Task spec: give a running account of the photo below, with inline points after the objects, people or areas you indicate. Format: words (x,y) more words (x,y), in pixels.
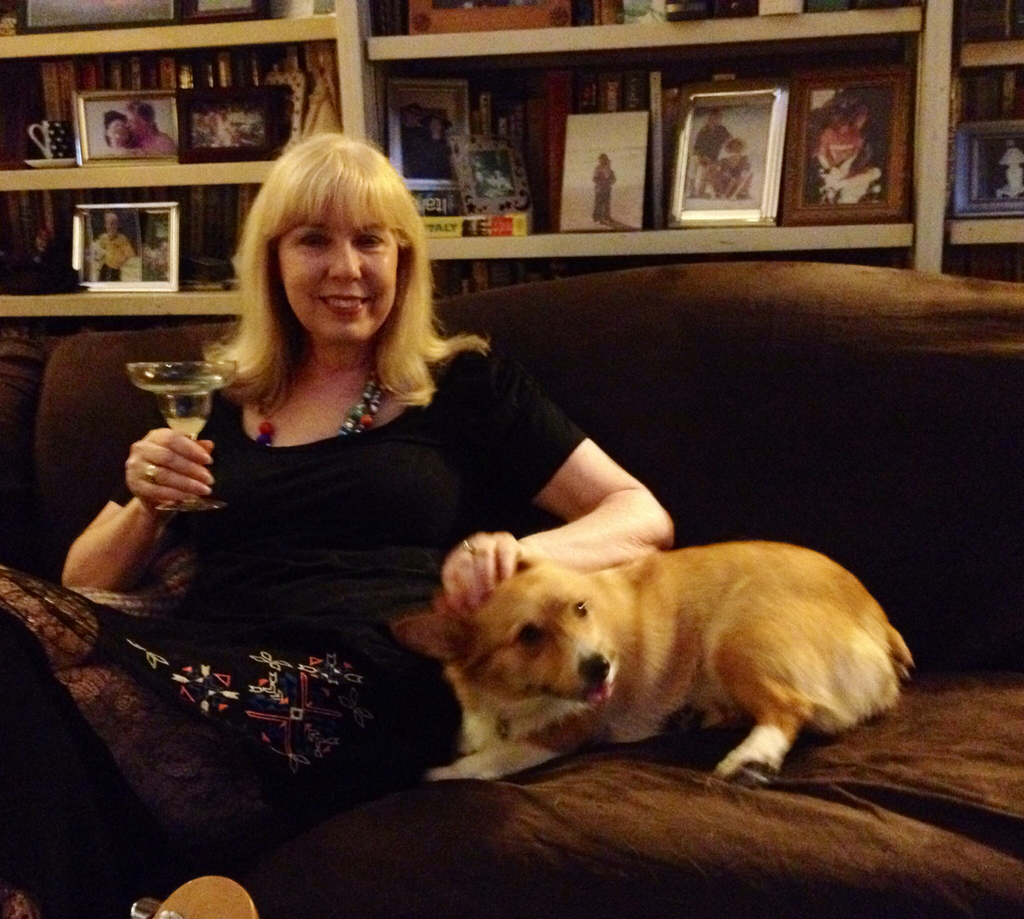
In this picture there is a woman (257,440) who is holding the wine glass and sitting on the couch (874,761). Beside her there is a dog (620,701). In the back (617,90) I can see the photo frames (105,211), cups (59,148), books (545,192) and other objects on the wooden shelves (932,125).
